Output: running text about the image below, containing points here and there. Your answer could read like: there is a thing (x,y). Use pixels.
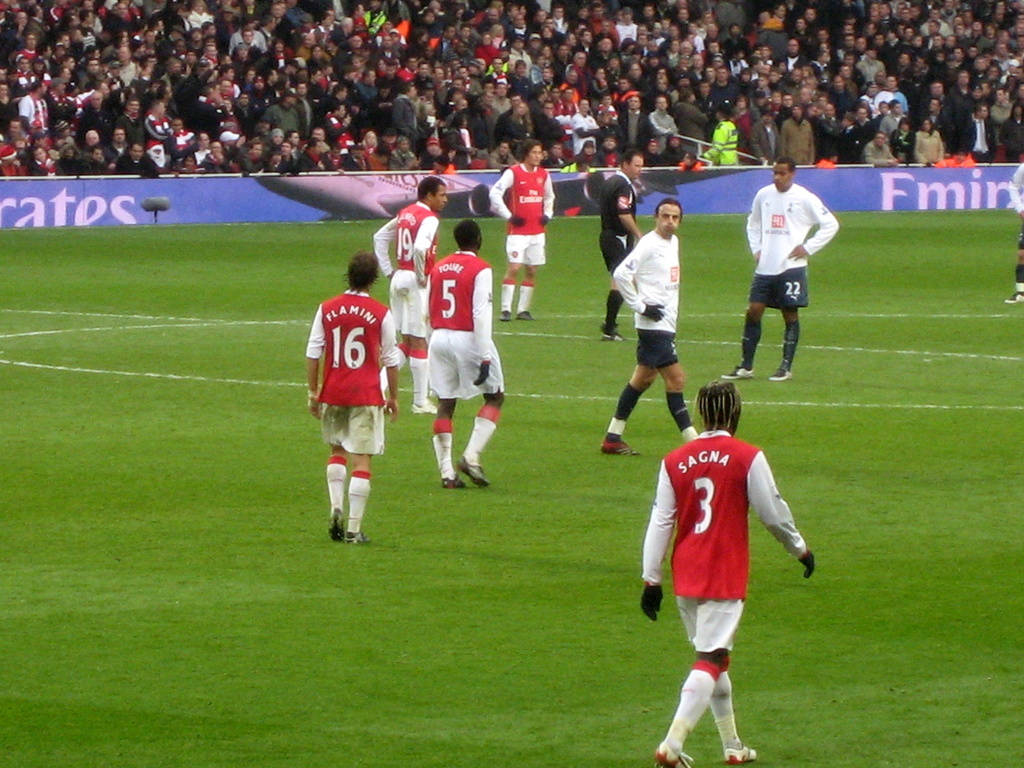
In this image we can see these people (361,257) are standing on the ground (571,422). In the background (933,186), we can see the board (933,186) and these people (601,27) are sitting in the stadium (647,119).
